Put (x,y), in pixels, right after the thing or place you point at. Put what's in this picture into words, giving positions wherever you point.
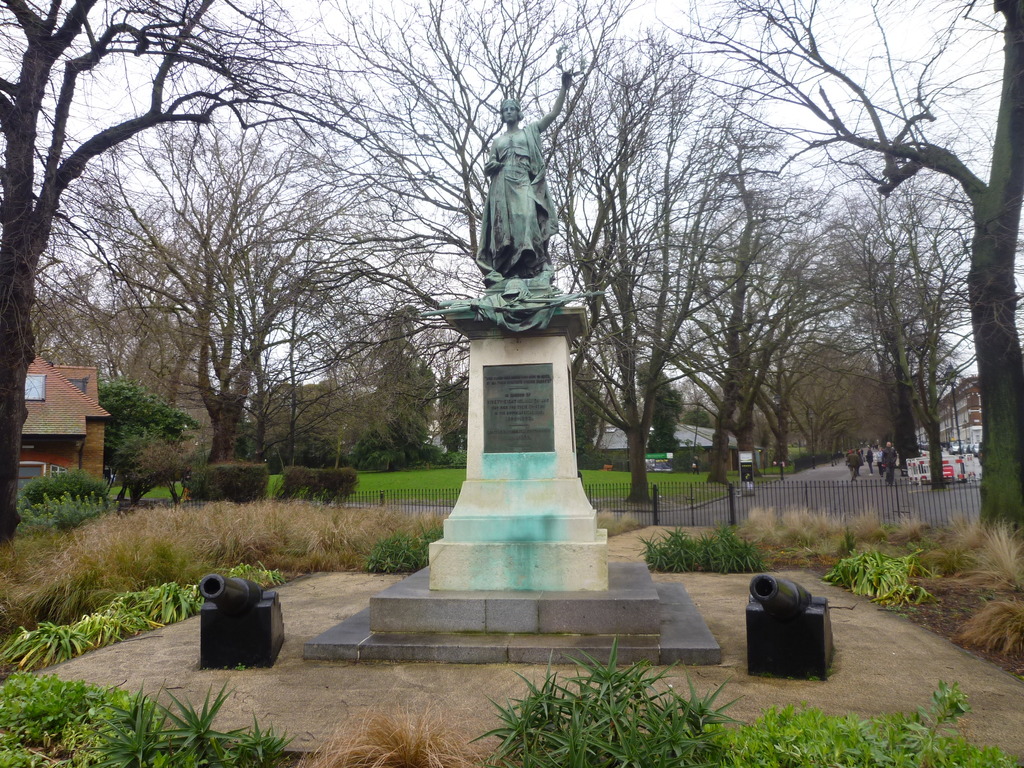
In this image I can see the statue (480,257) of the person (491,193). On both sides I can see the grass (17,609). In the background (658,521) I can see the railing (679,504), boards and few people (850,455) on the road (828,477). To the right (783,475) I can see the pole (783,475). In the background (841,445) I can see many trees (11,356), buildings (66,469) and the sky (461,191).
